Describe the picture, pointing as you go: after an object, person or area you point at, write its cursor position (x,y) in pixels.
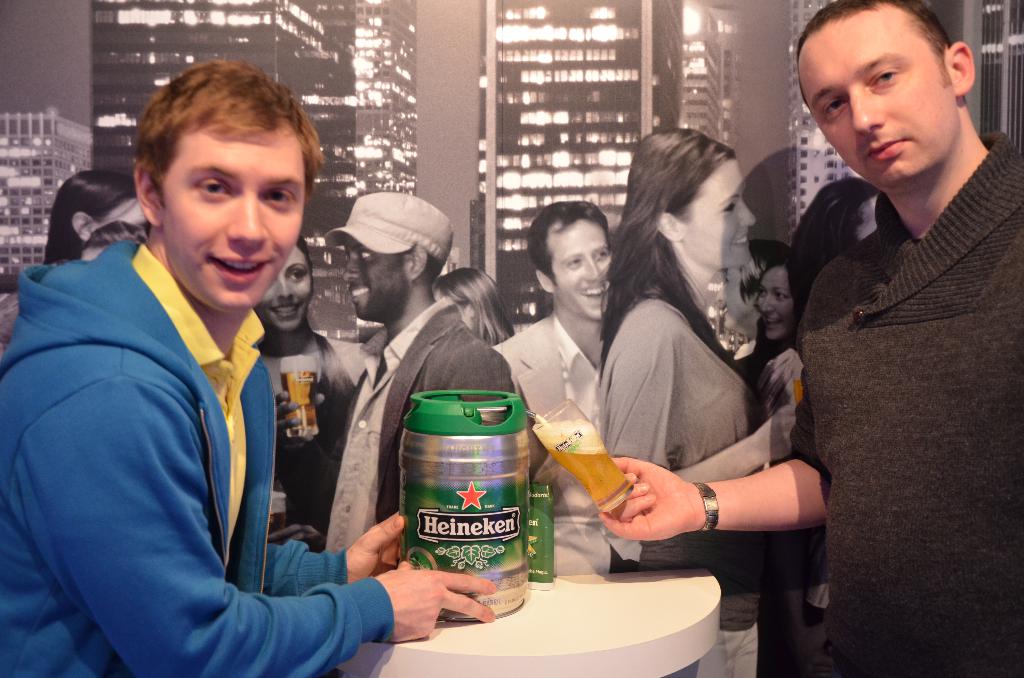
Here the 2 persons (292,641) are standing and one is holding beer mug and another one is holding the beer tin (476,556). He is wearing a sweater (194,472) and laughing behind them there is a picture (647,263) of people (472,343) who are standing a black and white building (494,220).
